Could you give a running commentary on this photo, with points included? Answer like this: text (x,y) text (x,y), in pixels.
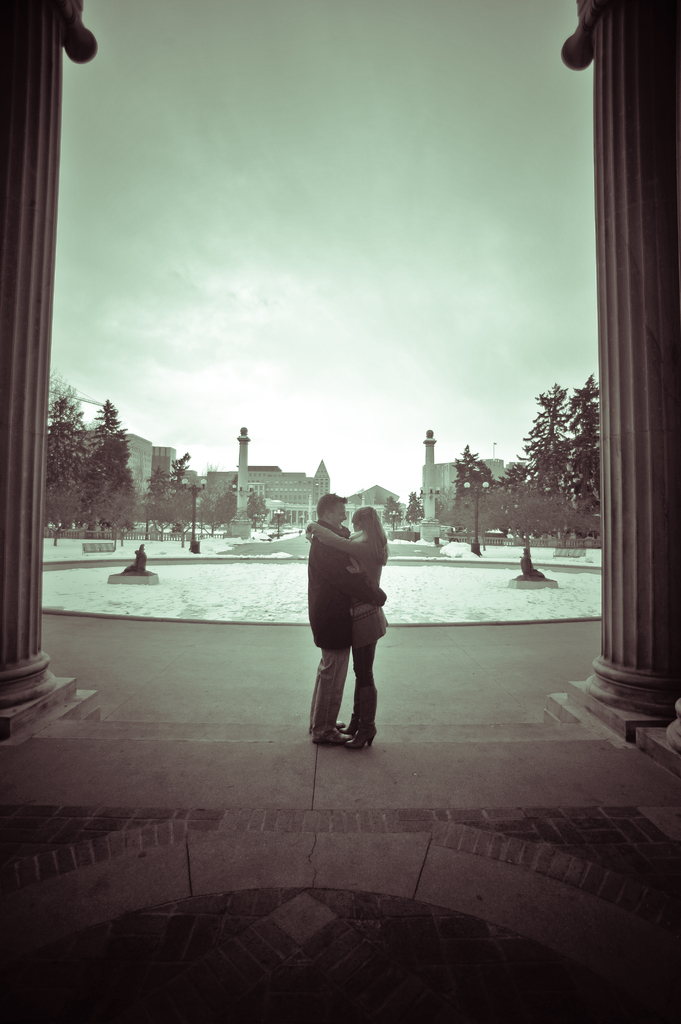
This is an edited image. There are buildings (294,506) in the middle (287,478). There are trees (58,452) in the middle (230,511). There are two persons (348,586) standing in the middle (339,628). There is sky (374,155) at the top (282,220).
